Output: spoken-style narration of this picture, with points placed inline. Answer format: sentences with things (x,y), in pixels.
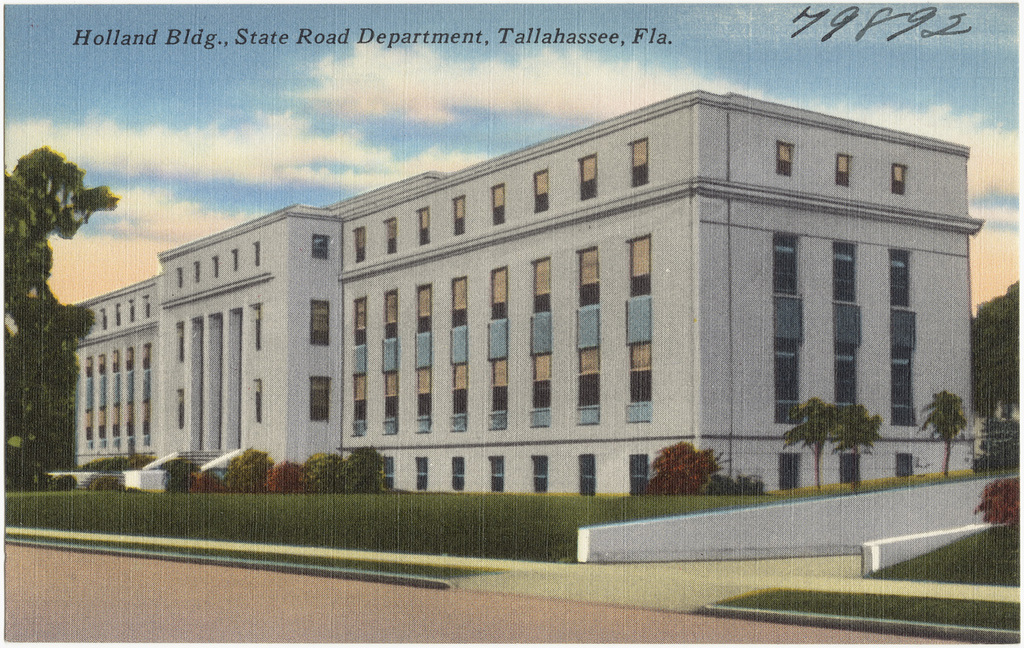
In this picture we can see the painting (558,569). In the foreground (332,516) we can see the plants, trees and green grass (441,518). In the center (656,329) there is a building (324,390) and the trees (60,332). In the background (273,107) there is a sky (240,106) with some clouds (508,67) and we can see the text (361,36) on the image.
